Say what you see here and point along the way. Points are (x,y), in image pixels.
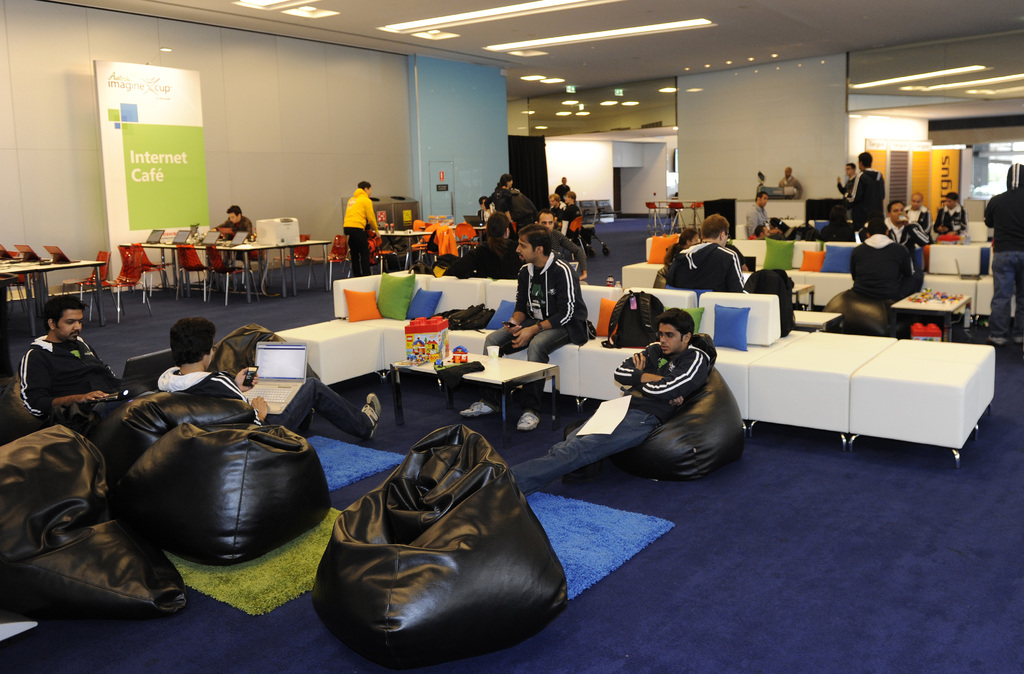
In the center of the image (537,445) we can see bean bags (707,394), mats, one carpet (547,427), one table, sofas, pillows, backpacks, one box type object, one glass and a few other objects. And we can see a few people (723,280) are sitting. Among them we can see one person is sitting on the sofa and holding some object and a few people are sitting on the bean bags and holding some objects (592,424) like laptops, papers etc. In the background (258,131) there is a wall (434,114), banners (184,198), tables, chairs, sofas (977,289), pillows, lights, laptops (961,280), few people (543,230) are standing, few people (768,220) are sitting, few people (768,220) are holding some objects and a few other objects (732,218). On the banners (163,213), we can see some text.
